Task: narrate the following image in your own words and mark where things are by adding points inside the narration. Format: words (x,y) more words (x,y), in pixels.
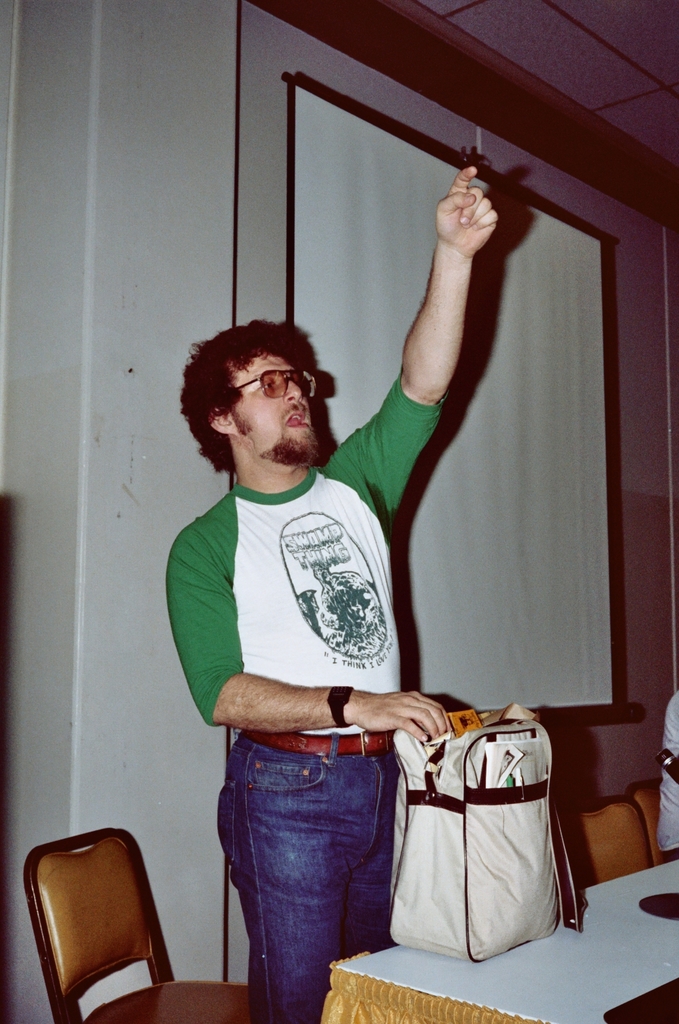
In this image i can see a man (345,455) standing holding a bag (459,749) on the table (556,933) at the back ground (147,957) i can see a chair (129,959), a screen (366,278) and a wall (189,219).
